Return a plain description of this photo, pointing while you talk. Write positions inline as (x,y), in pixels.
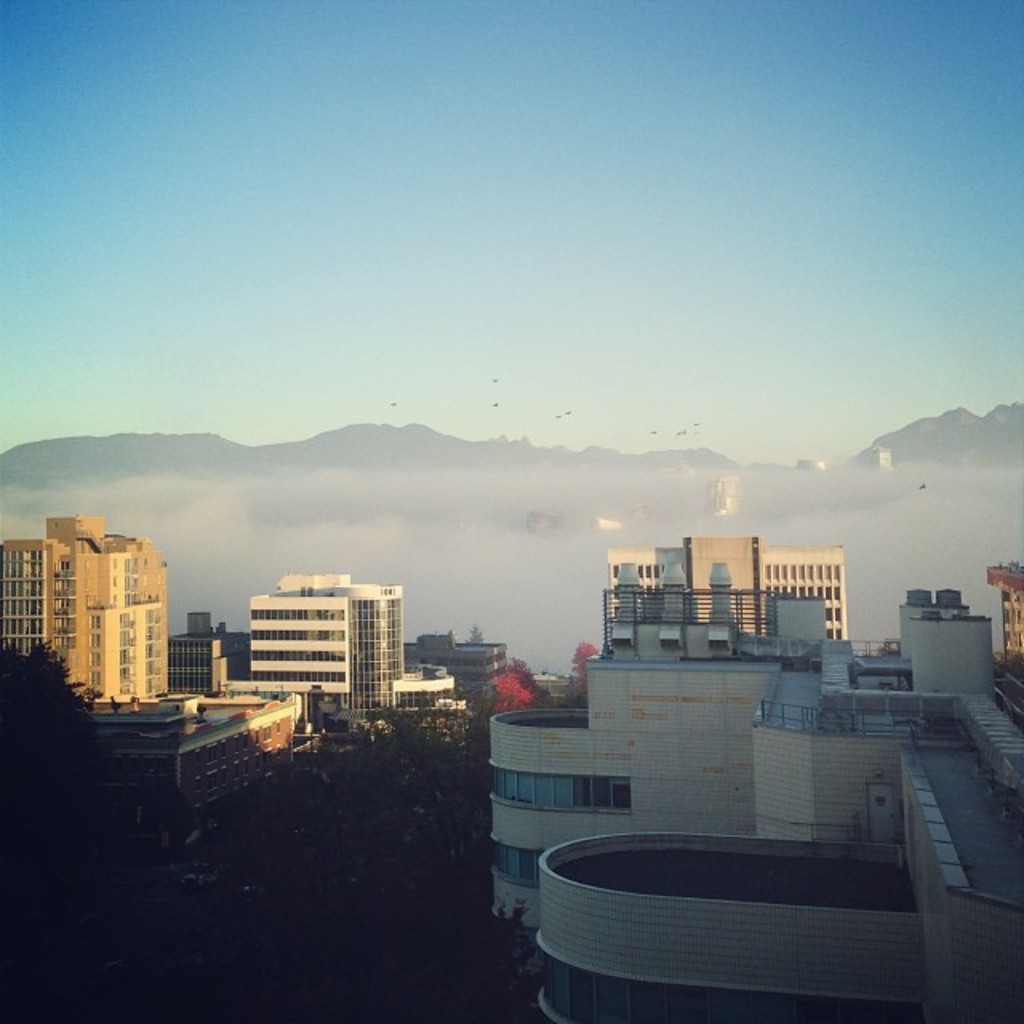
In this picture we can see buildings (365,693) with windows (416,699), trees (13,685), mountains (695,462) and in the background (522,299) we can see the sky (586,194).
